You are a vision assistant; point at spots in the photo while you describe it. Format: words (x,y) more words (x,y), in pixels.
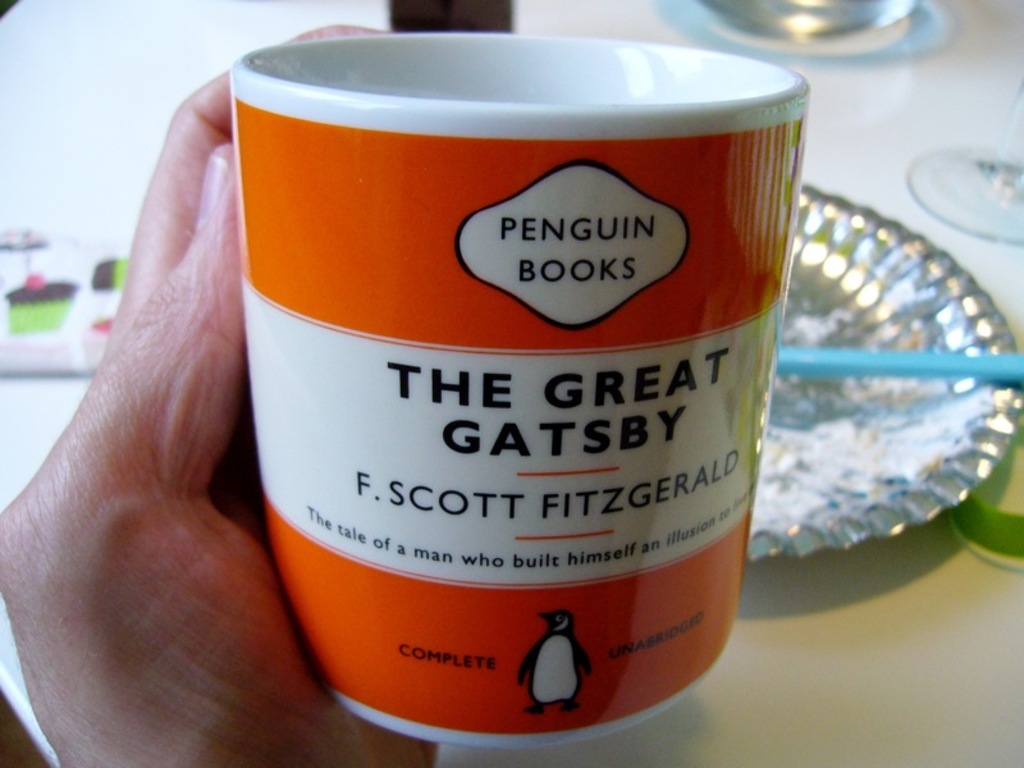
This picture shows a human hand (244,365) holding a cup (328,195). We see text (488,397) on it and couple of plates (809,263) on the table (5,35).
